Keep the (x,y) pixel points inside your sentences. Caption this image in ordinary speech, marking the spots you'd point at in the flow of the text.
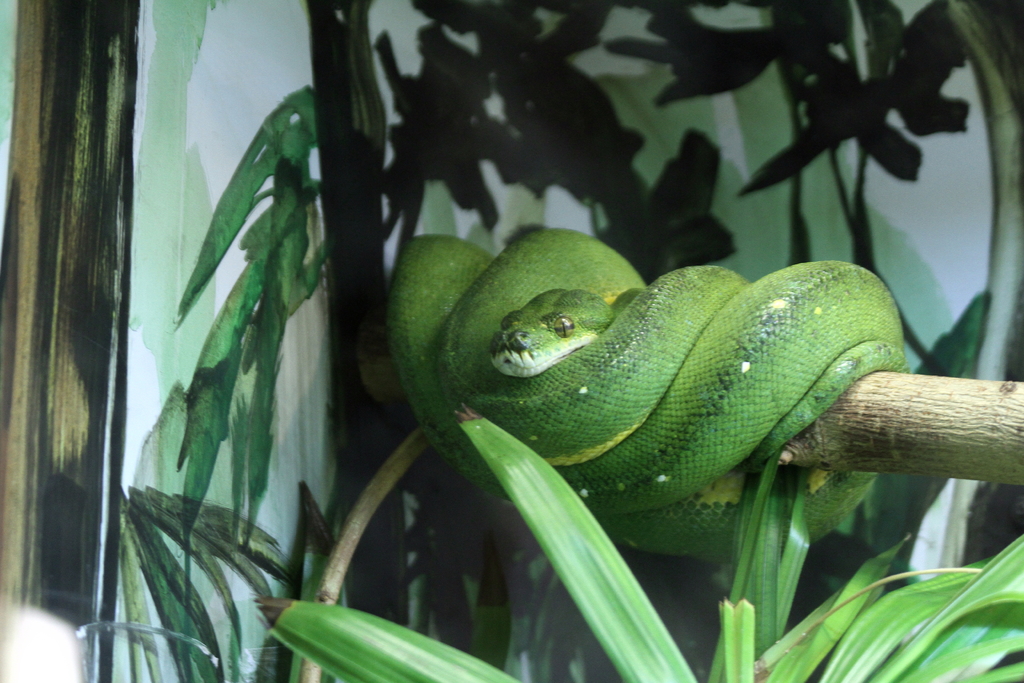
In this image I can see a green color snake (603,365) on this log (877,453). At the bottom (931,593) there are plants (941,578).
